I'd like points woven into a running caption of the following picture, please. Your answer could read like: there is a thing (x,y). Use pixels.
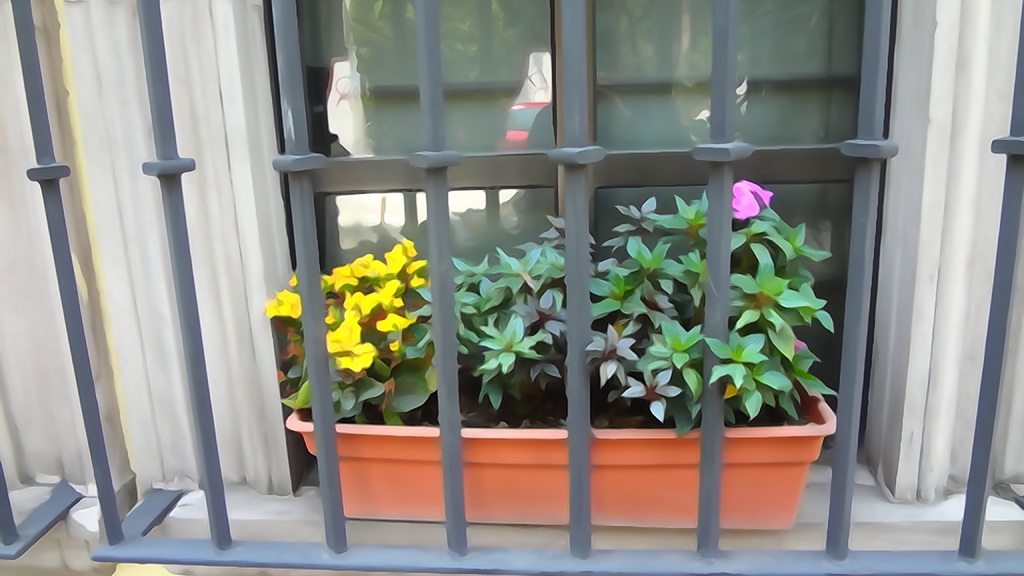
In the image we can see a fencing (655,572). through the fencing (1022,569) we can see a plant (819,381) and glass window (537,26).
